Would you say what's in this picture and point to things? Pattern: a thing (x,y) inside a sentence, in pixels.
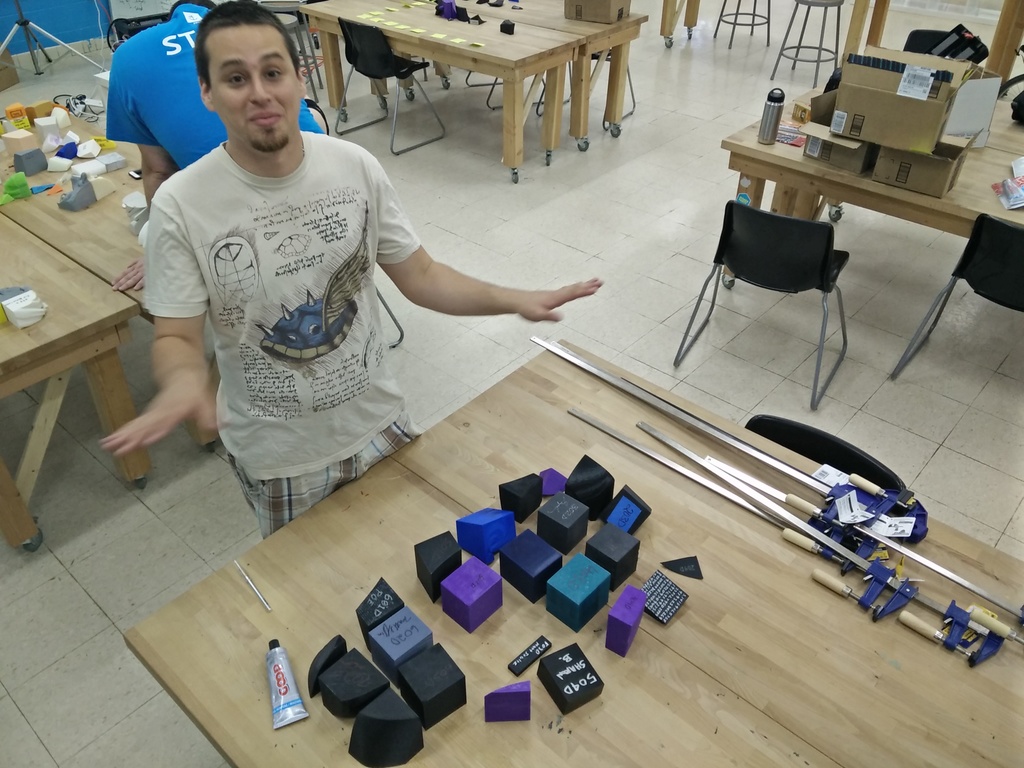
The person (308,286) wearing cream shirt (305,273) is standing in front of a table (731,612) and there are some objects (423,693) on it and there is another person (168,88) standing behind him and there are some tables (51,210) behind him.
